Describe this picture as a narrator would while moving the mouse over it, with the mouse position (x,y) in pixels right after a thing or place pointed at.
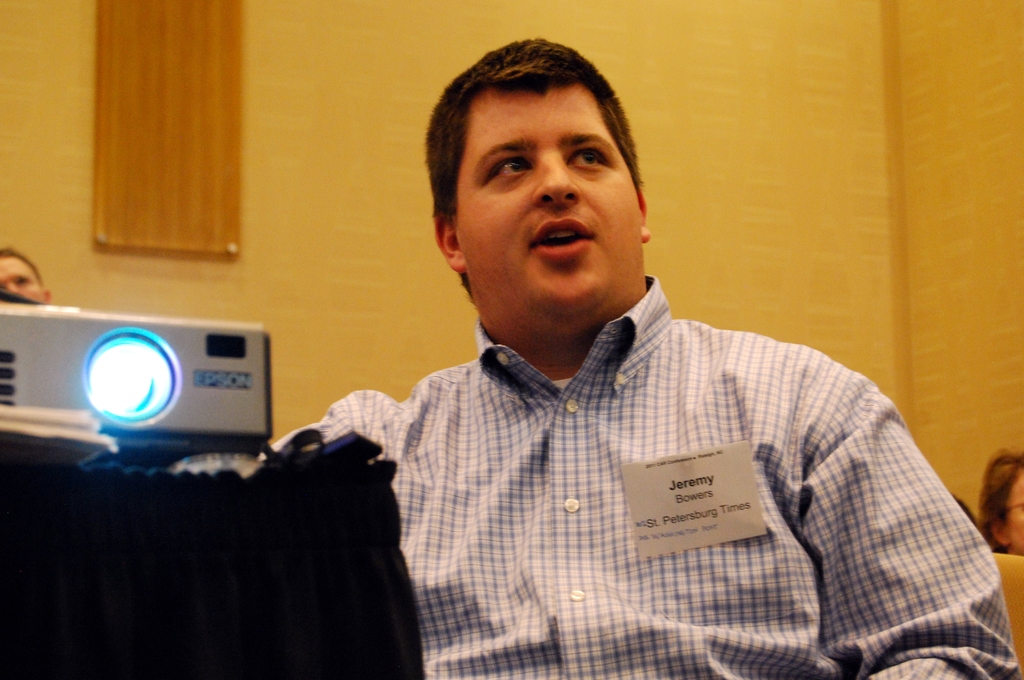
In the center of the image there is a person (681,677). In the background of the image (765,144) there is a wall (758,162).
